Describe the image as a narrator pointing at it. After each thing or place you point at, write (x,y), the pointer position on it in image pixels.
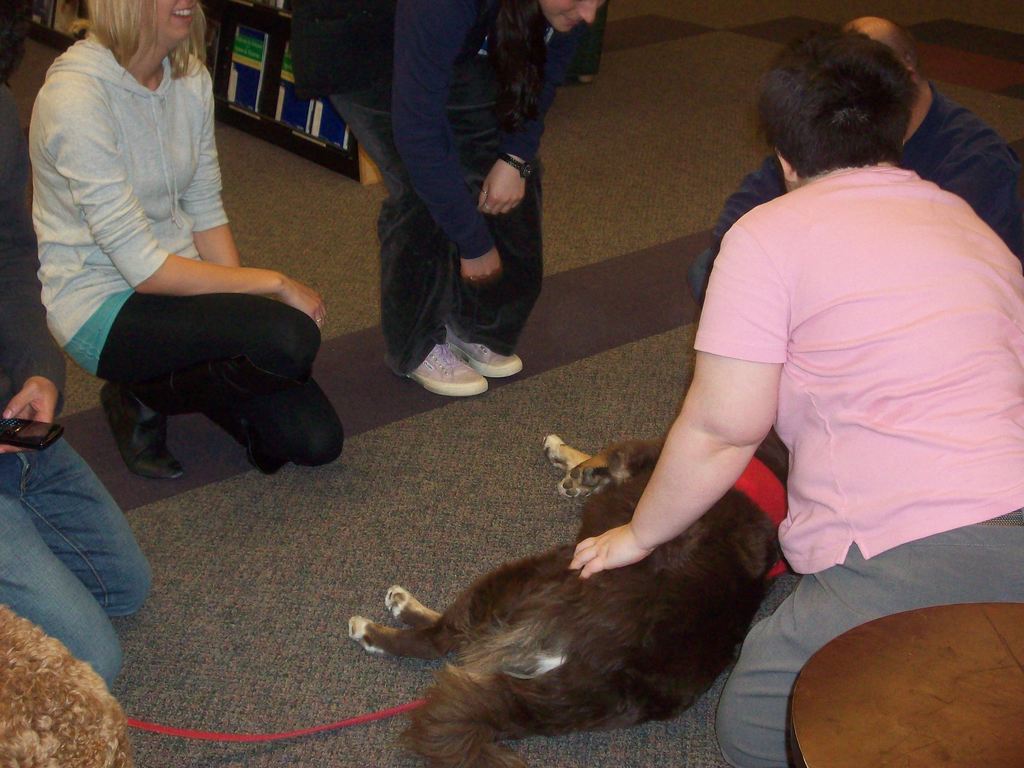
In this image there is a dog (734,568) lying on the floor (435,534) and people (110,542) are around it.
